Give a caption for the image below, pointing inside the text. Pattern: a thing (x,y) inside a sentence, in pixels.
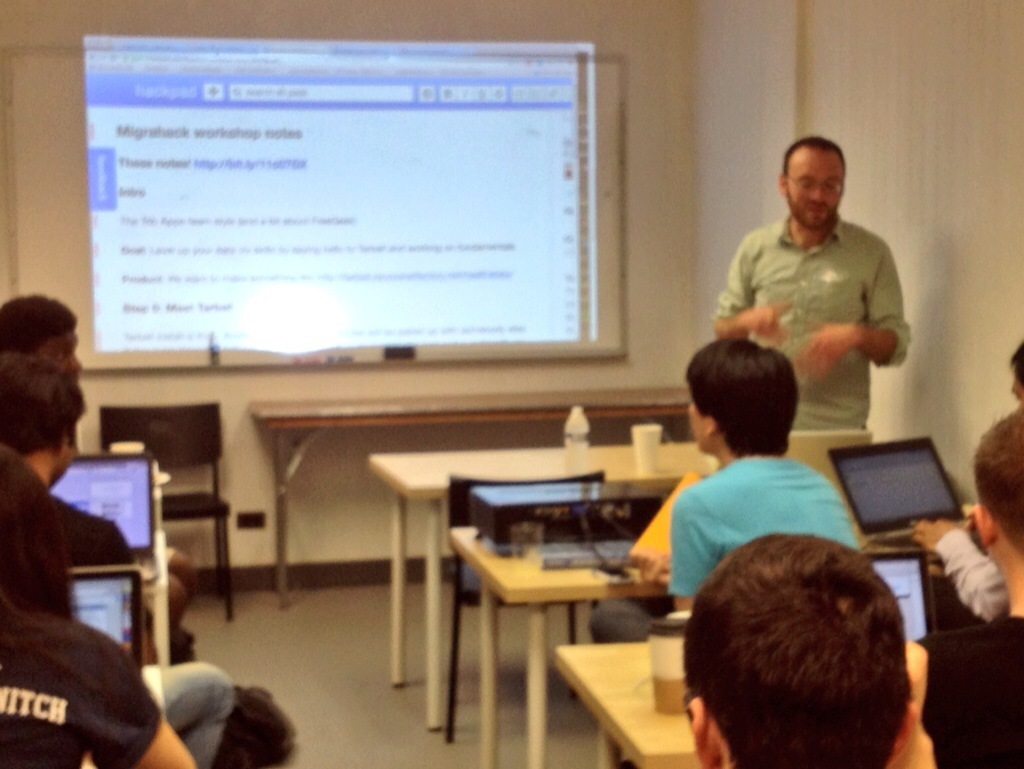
This is a classroom picture. Here we can see table (380,408), chairs (186,425). On the tables (664,462) we can see bottle (583,434) and glass (648,449). We can see students (889,649) sitting on chairs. Here we can see one man (850,352) standing in front of a table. He wore spectacles (819,182). This is a screen (417,48) over a wall (698,271).
